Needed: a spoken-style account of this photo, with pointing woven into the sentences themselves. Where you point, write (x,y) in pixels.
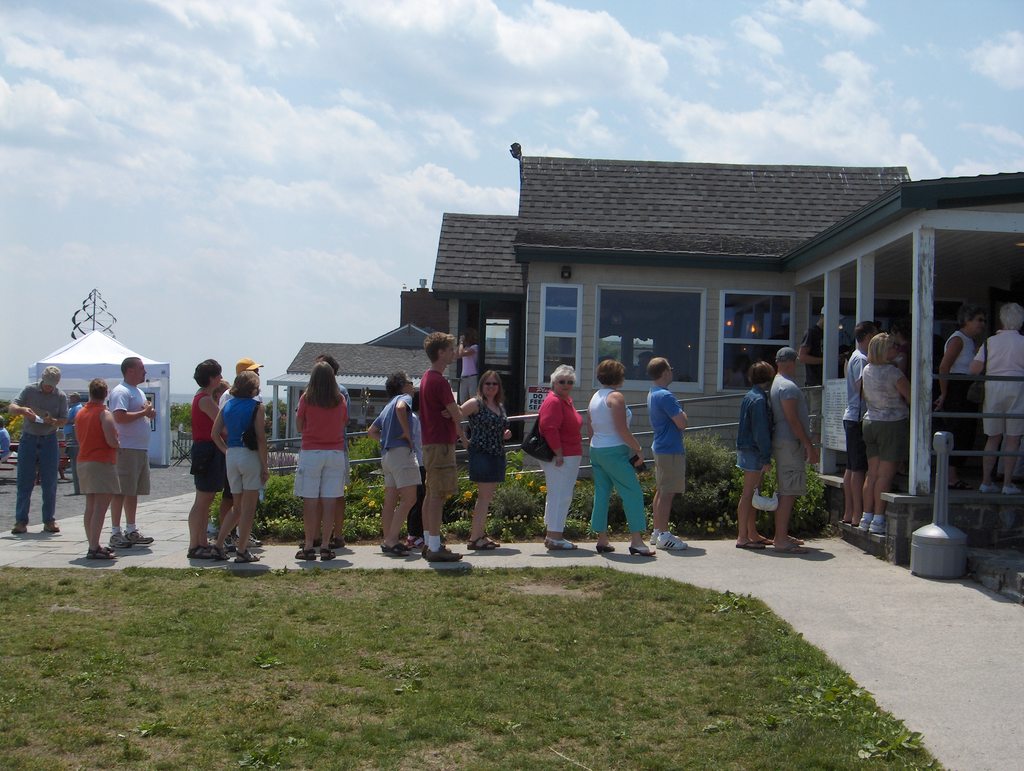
At the bottom of the image (520,585) on the ground (394,585) there is grass (134,620). There are few people (862,379) standing in a line. Behind them there are small plants (276,473) with flowers (370,498). In the background (455,255) there are houses (673,236) with walls (714,297), roofs (565,235), glass windows (599,319) and poles (912,350). At the top of the image (563,79) there is a sky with clouds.
